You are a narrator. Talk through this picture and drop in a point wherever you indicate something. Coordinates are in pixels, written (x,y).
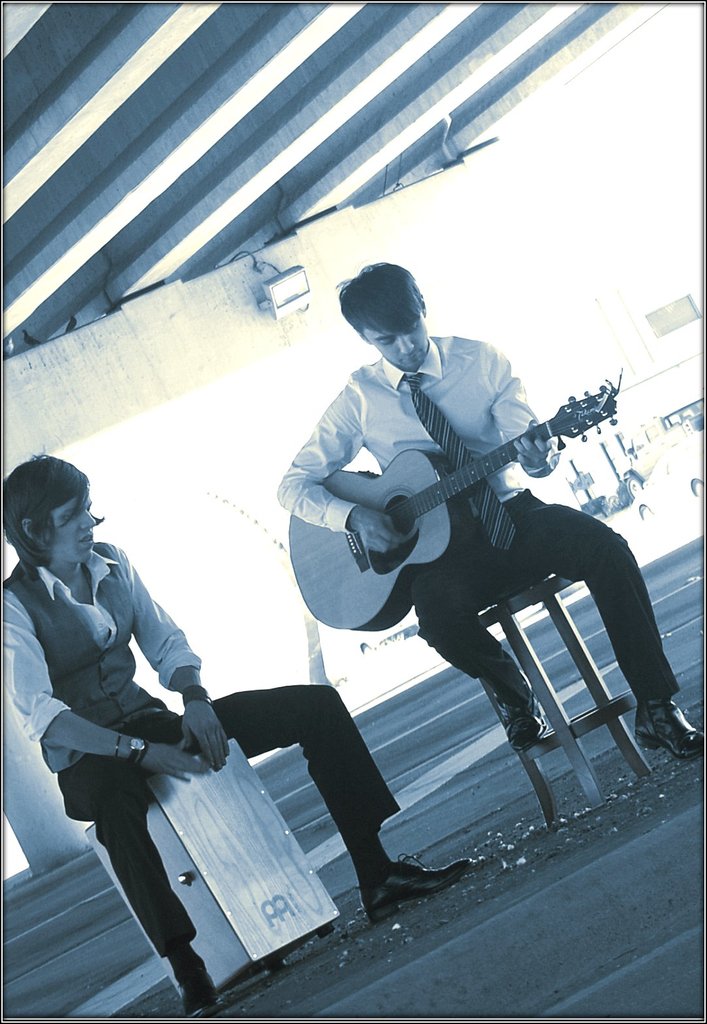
In this image I can see two people (451,386) are sitting and one of them is holding a guitar (303,552). I can also see he is wearing a tie (455,440). In the background (677,472) I can see few vehicles (620,445) and here a light (286,280) on this wall (228,368).
